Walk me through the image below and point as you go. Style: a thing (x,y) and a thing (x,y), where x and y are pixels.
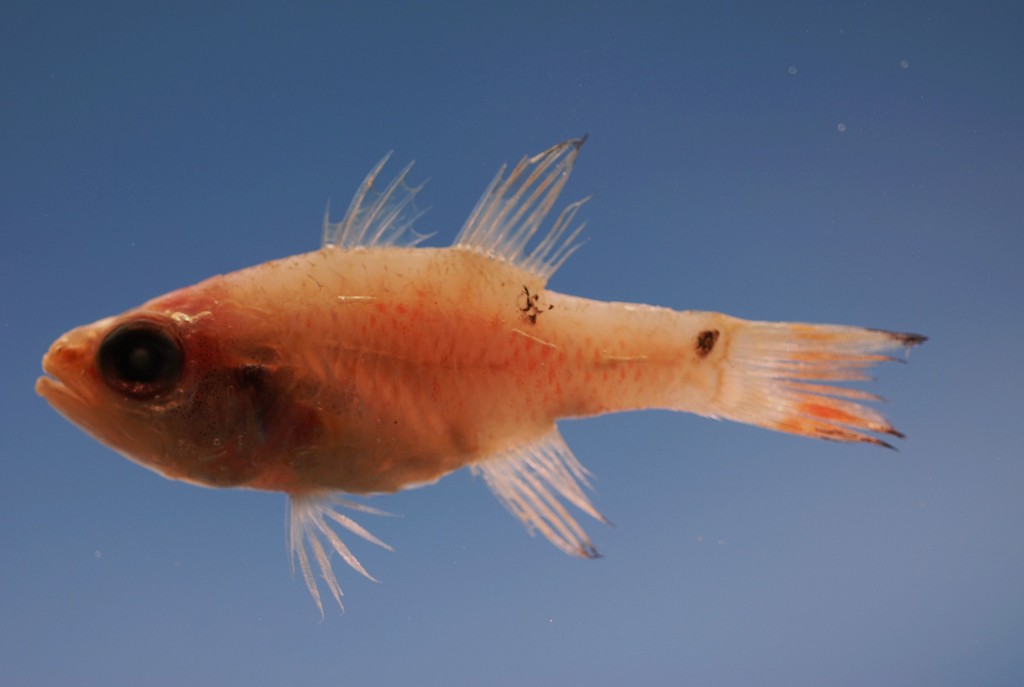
This image consists of a fish (700,396) in the water (635,255). This image is taken may be in the ocean (464,559).
